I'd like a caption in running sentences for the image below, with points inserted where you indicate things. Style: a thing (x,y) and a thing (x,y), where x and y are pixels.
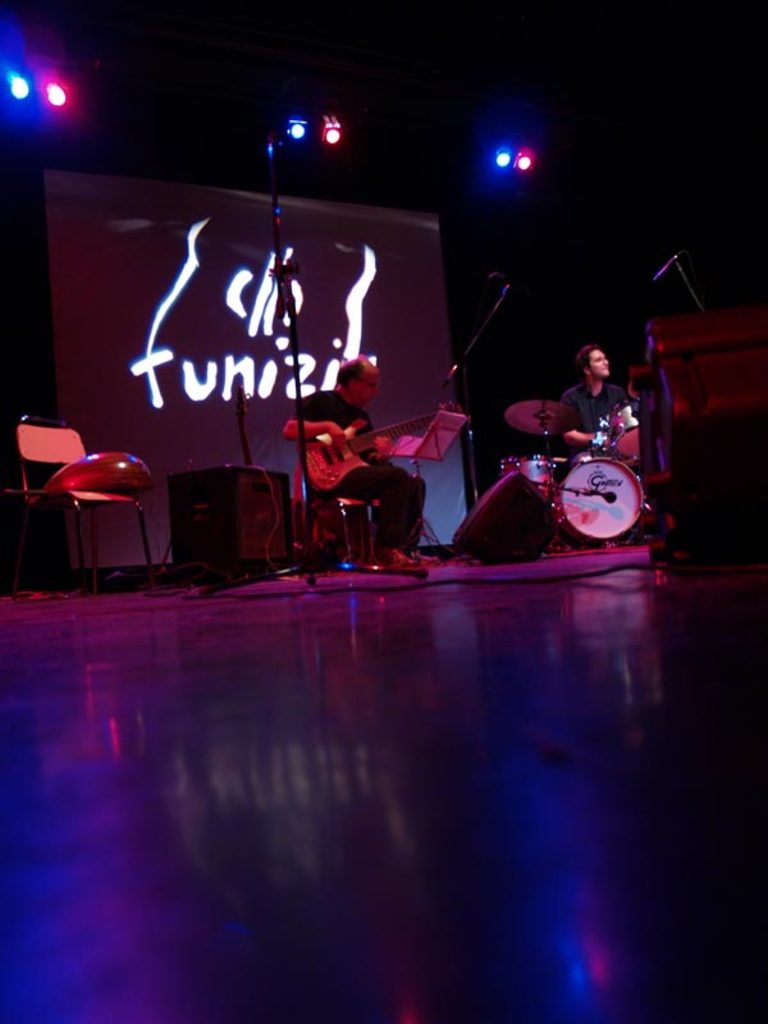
In this image there are people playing musical instruments (524,463), in front of them there are mikes (471,470), in the background (164,488) there is a poster (431,385), on that poster (246,361) there is some text (233,285), at the top (509,150) there are lights (503,163).
